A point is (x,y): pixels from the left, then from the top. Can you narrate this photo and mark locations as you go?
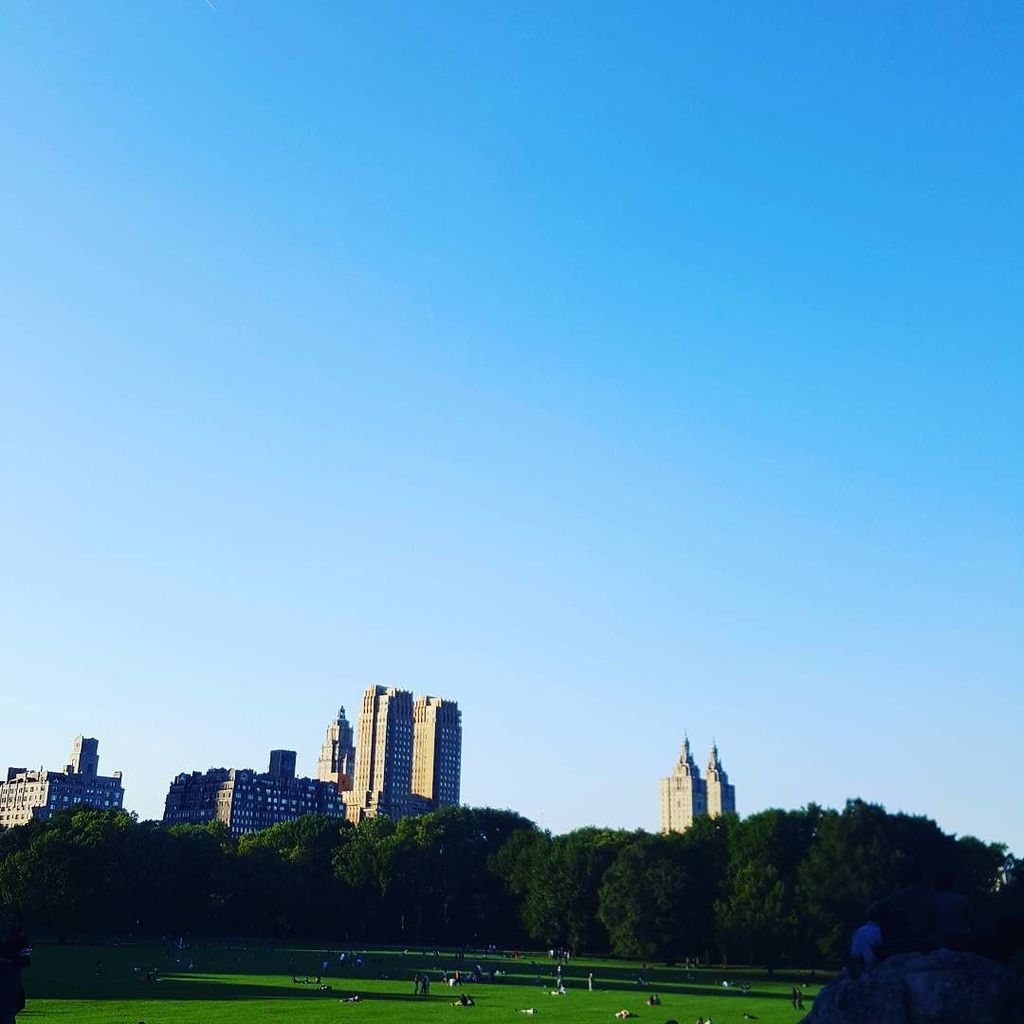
In this image we can see some trees (740,854) and some buildings (459,804) in the background (699,789). There are some people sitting on the ground (497,1002), few people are standing, few people (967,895) are walking, some objects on the ground (321,999), it looks like one person (860,952) at the bottom right side (860,933) corner of the image and some grass (433,1023) on the ground (481,1013). In the background (641,761) there is the blue sky (654,761) and bottom of the image (134,958) is dark.
